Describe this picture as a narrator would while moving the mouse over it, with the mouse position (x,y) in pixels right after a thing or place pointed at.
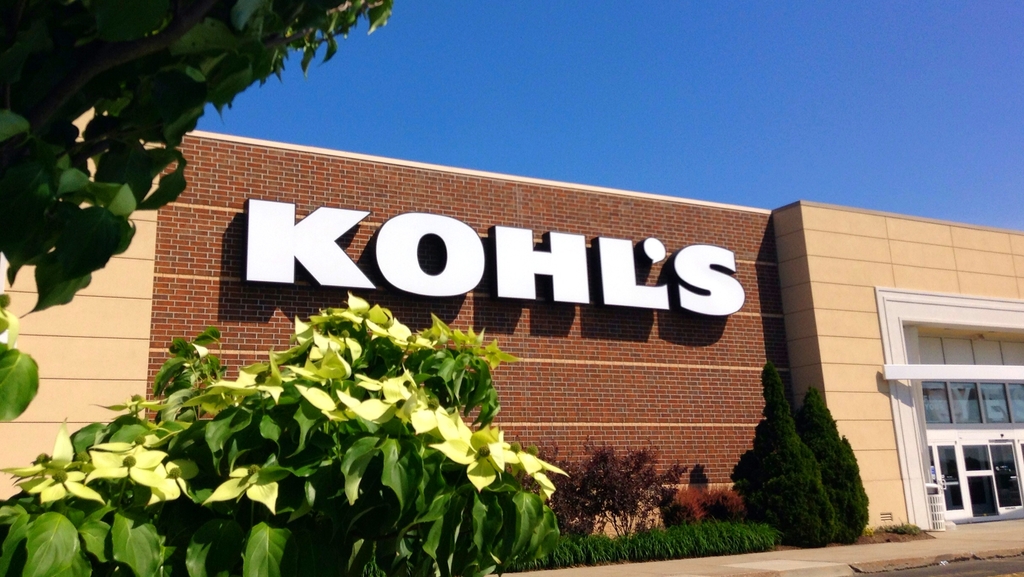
In this image, we can see a brick (710,404), house (829,399), glass doors (956,494), dustbin (941,506), few plants (36,475), trees (859,508). At the bottom (948,549), there is a road (919,572) and footpath (819,569). Top of the image (541,103), we can see the sky (697,110).
